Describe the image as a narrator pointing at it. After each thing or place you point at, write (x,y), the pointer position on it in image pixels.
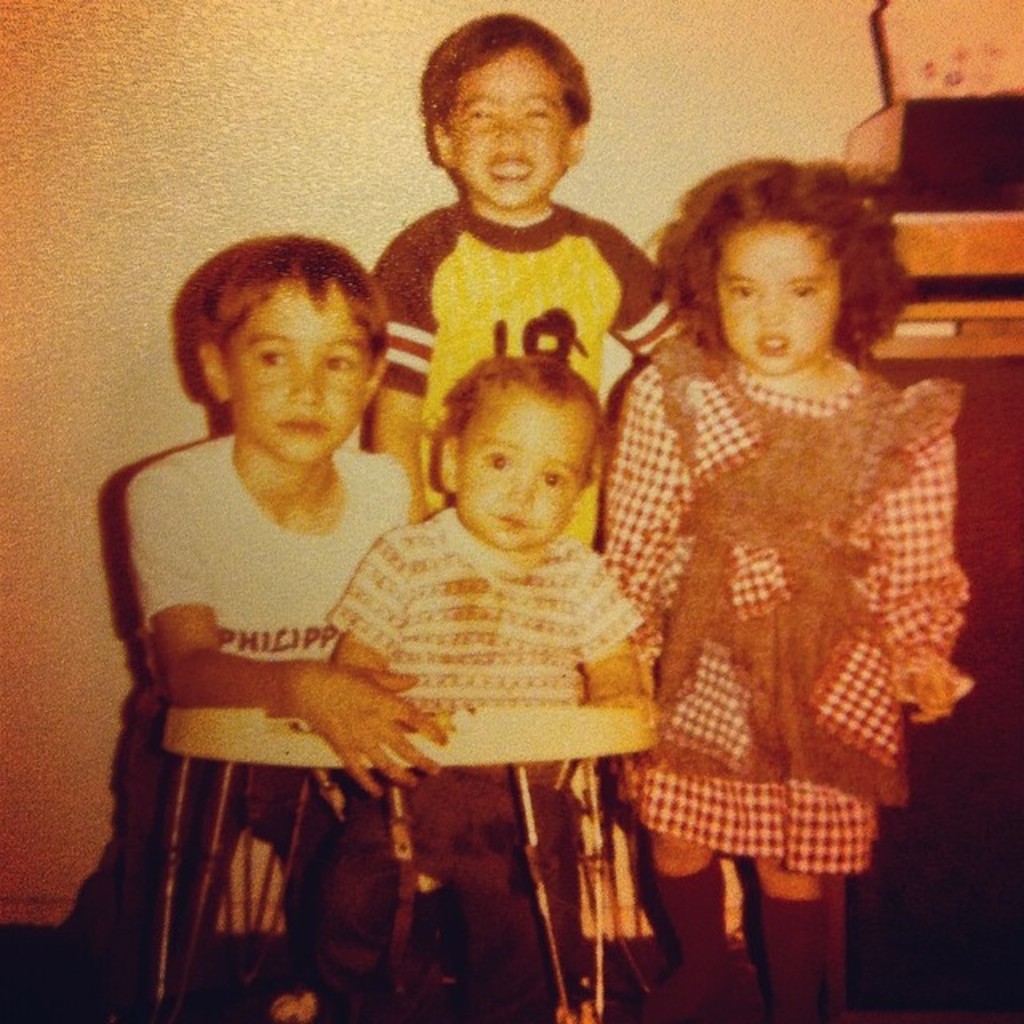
Here we can see four kids (430,854) and at the bottom (529,823) there is a baby walker (586,1010). In the background (88,88) there is a wall (866,48) and an object (932,173) on the right side (968,402).
